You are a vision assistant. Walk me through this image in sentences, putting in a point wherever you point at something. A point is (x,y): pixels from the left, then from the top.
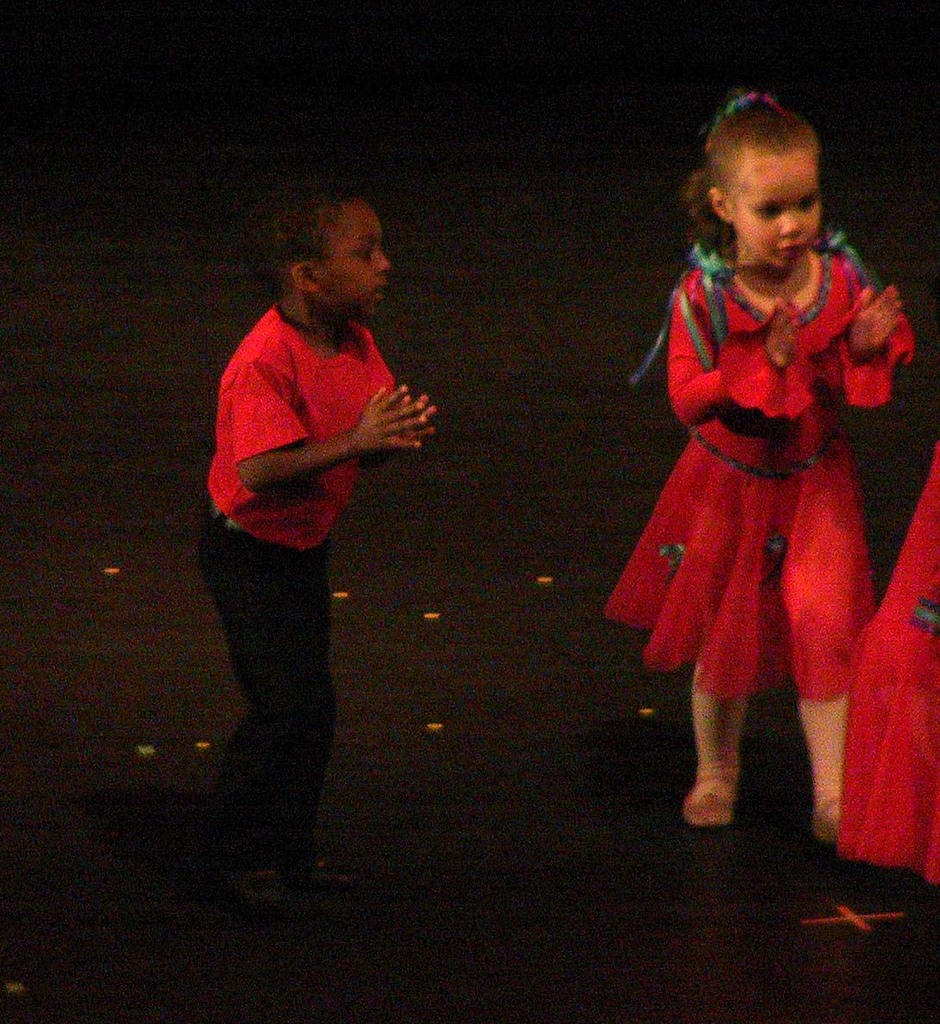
In this image I can see two children (748,423) wearing red, green and black colored dresses (701,500) are standing on the floor (526,789) and I can see the black colored background (352,140).
